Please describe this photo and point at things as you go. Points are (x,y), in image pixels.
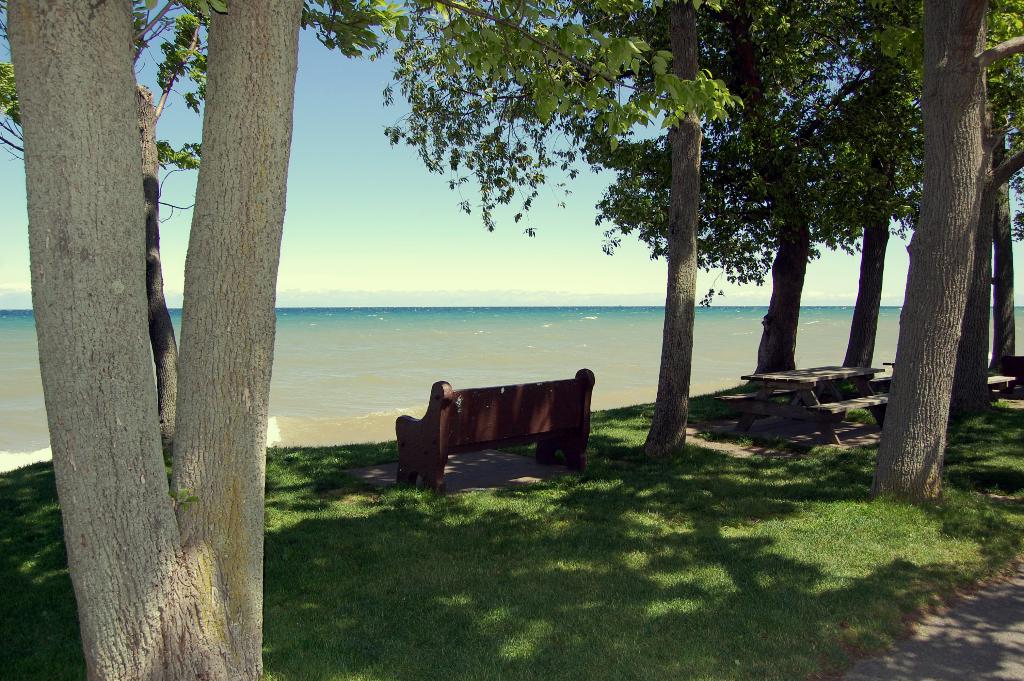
In this image, on the right side (852,80), we can see some trees (924,158). On the left side (243,469), we can see wooden trunk (220,234), trees (209,101). In the middle of the image (530,413), we can see a some benches (584,413). In the background (343,334), we can see water (586,322) in a ocean (602,319).
